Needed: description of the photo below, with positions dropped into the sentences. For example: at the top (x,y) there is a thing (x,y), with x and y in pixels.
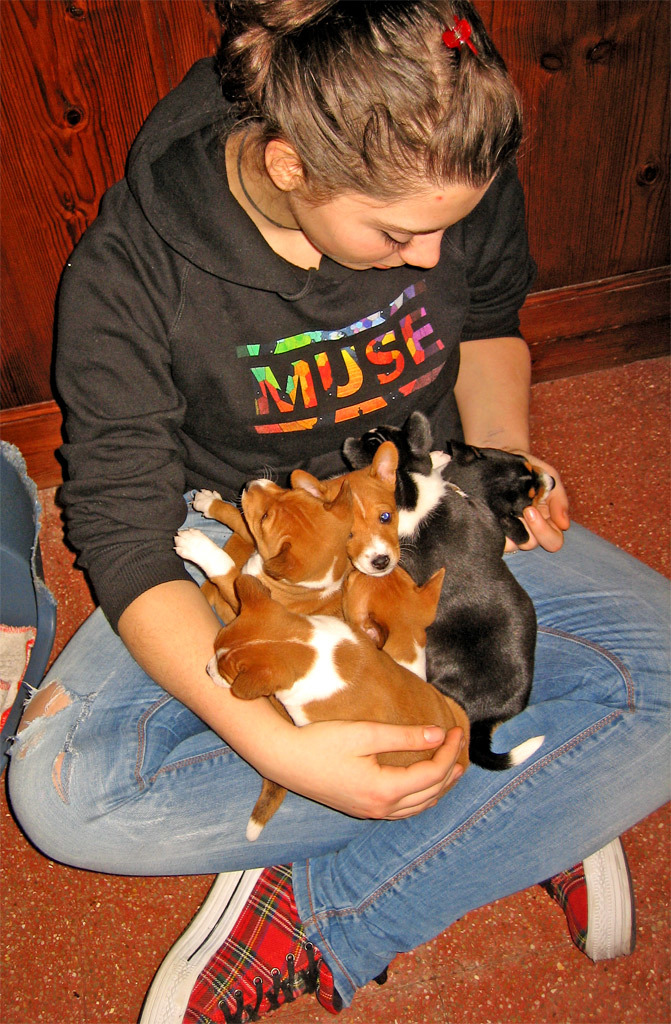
In this image we can see a woman (501,782) sitting on the floor (479,912) holding some dogs (339,673). We can also see an object (7,566) beside her. On the backside (190,48) we can see a wall (57,140).
